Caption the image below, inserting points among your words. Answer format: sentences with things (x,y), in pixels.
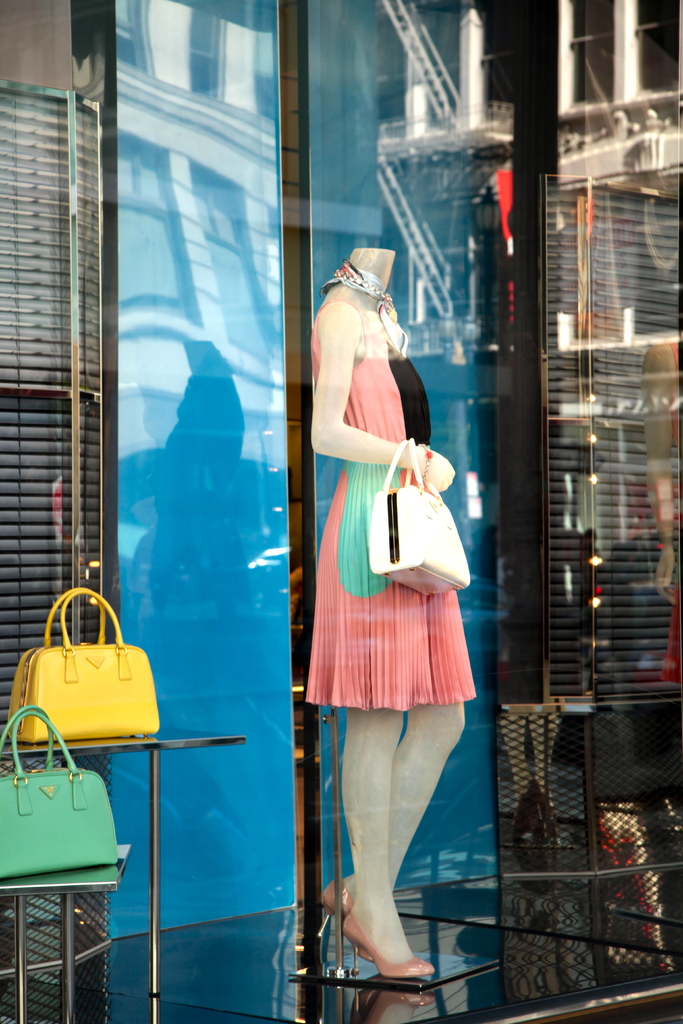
In this picture we can see a mannequin (339,292) holding bag (405,445) and beside to her we can see green and yellow color bags (65,753) placed on a rack (86,877) for showcase.
